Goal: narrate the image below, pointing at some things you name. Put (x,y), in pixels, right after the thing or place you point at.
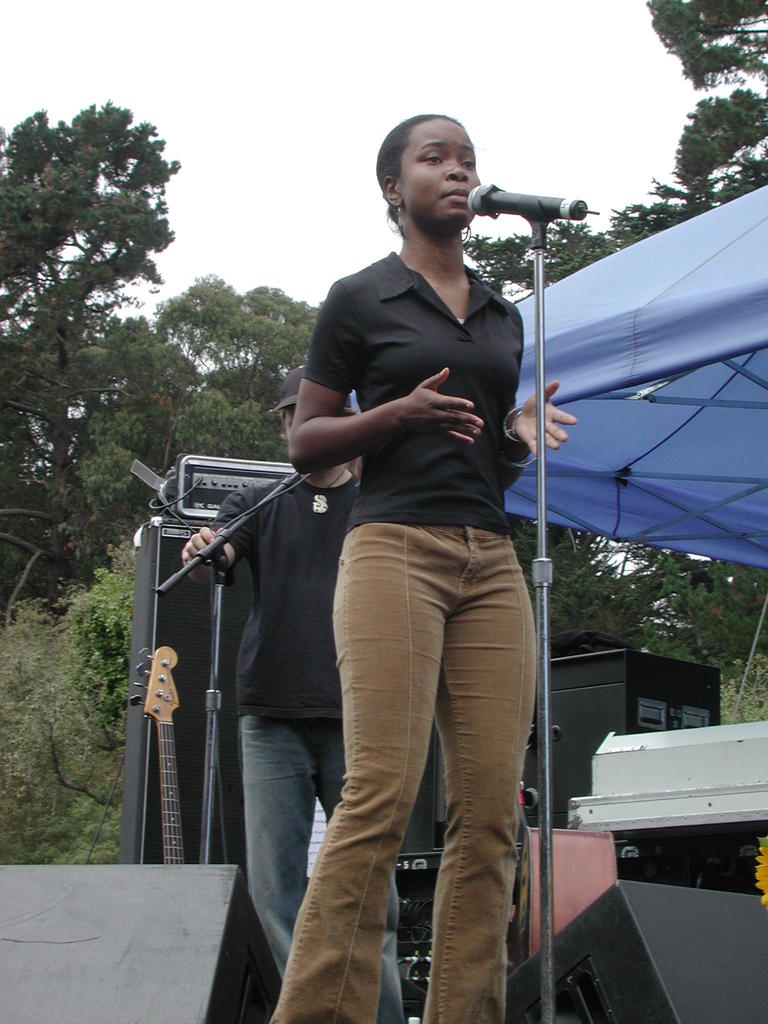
In this picture there is a woman (393,601) standing. In the foreground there is a microphone (553,978). At the back (290,494) there is a person (281,726) standing and holding the microphone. At the back (225,674) there are speakers (224,674). At the bottom (170,933) there are speakers (739,955). On the right side of the image (735,314) there is a tent (573,328) and there is an object (587,811). At the back (83,476) there are trees (83,476). At the top (333,181) there is sky (266,191).
